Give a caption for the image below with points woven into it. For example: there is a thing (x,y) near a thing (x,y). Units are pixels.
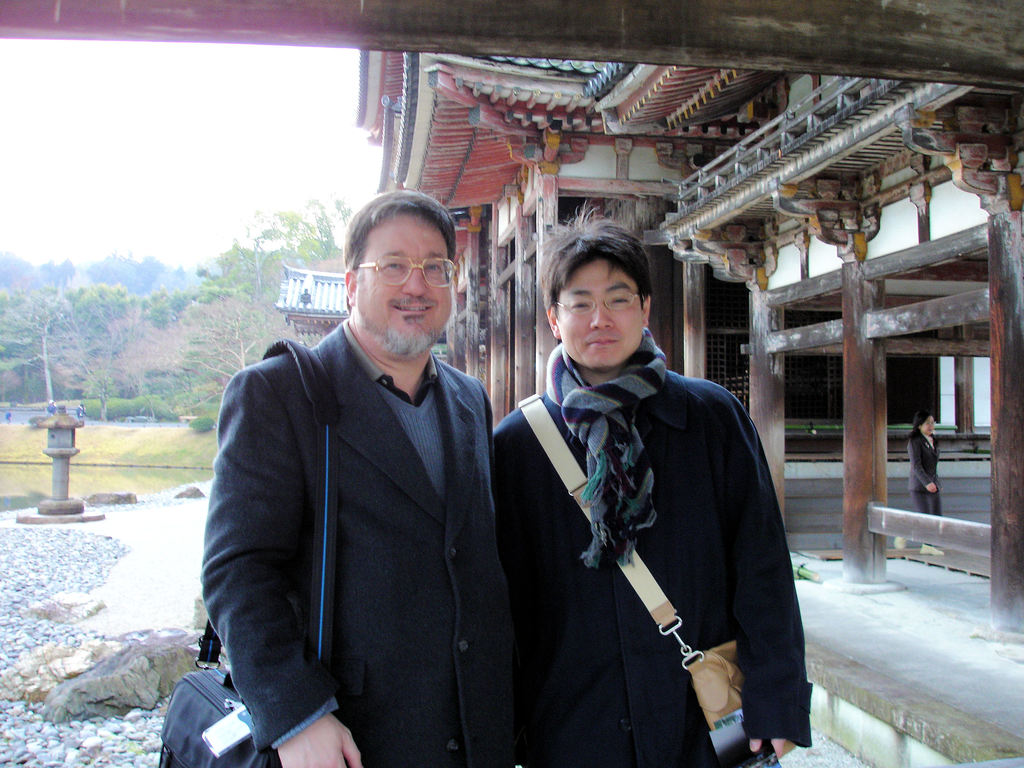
This picture describes about group of people (432,544), in the middle of the image (567,349) we can see two men (431,410), they wore bags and spectacles (362,266), in the background (524,313) we can see few houses (606,202) and trees (150,338).
